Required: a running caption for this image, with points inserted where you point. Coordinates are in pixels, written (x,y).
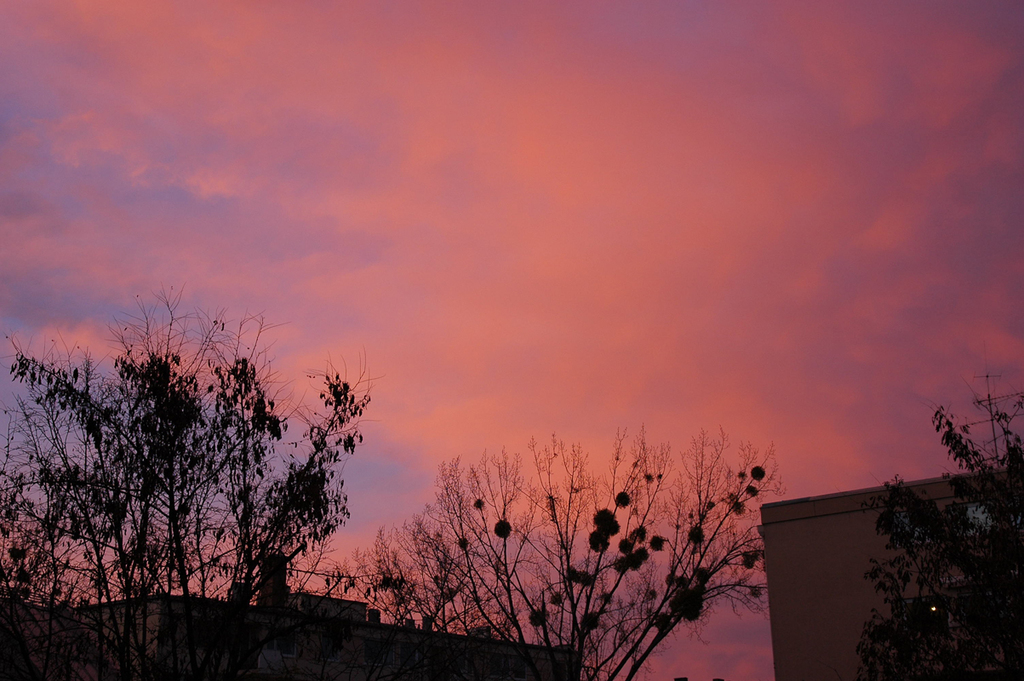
In this image at the bottom (917,537) there are some houses (208,601) and trees (957,586), on the top of the image (438,165) there is sky (534,204).
